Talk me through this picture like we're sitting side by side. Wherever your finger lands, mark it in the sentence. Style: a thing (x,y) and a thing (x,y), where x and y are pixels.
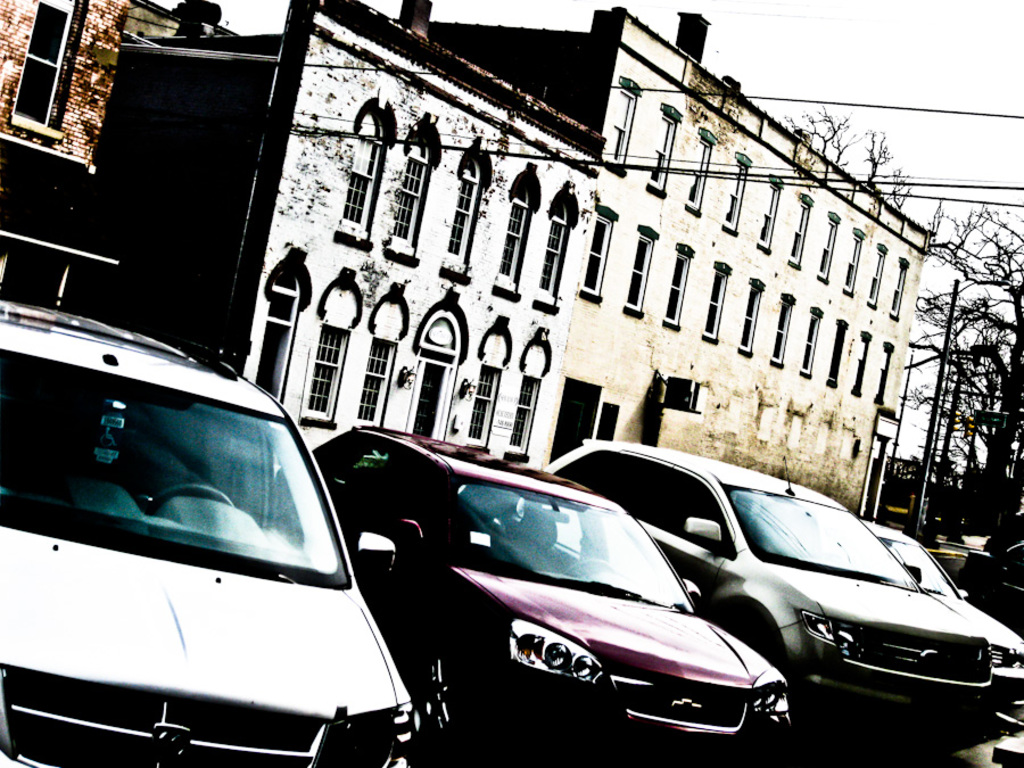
In this image we can see buildings (435,278), cables (844,172), street poles (934,432), motor vehicles (402,506) on the road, trees (934,297) and sky (948,148).
